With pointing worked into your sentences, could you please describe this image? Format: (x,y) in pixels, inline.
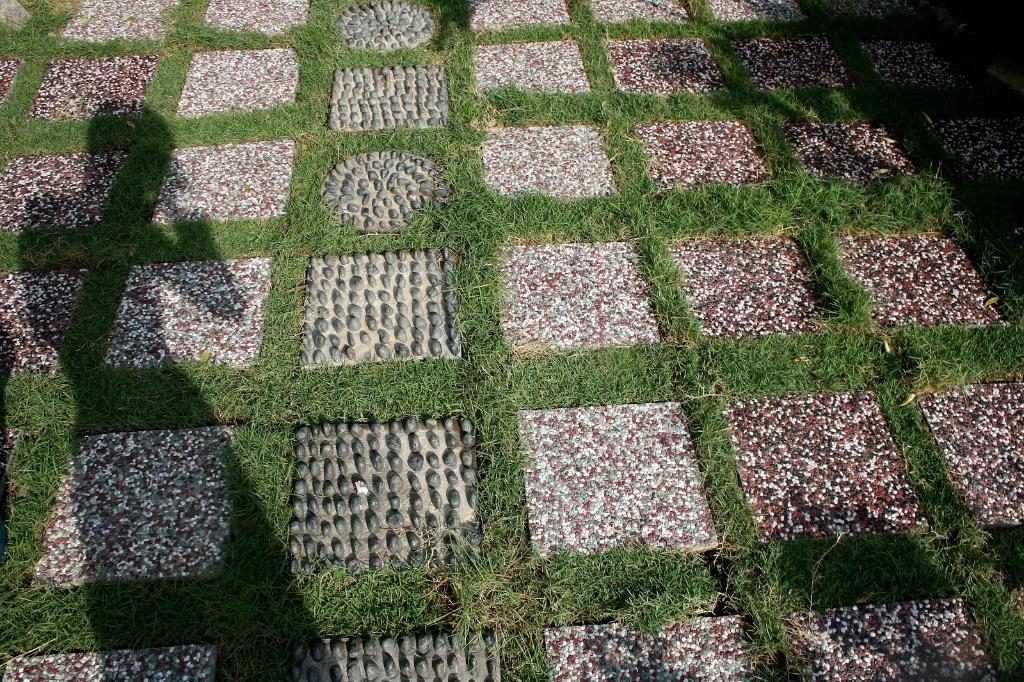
It seems like a pavement (302,559) and grass (141,208) in between.
